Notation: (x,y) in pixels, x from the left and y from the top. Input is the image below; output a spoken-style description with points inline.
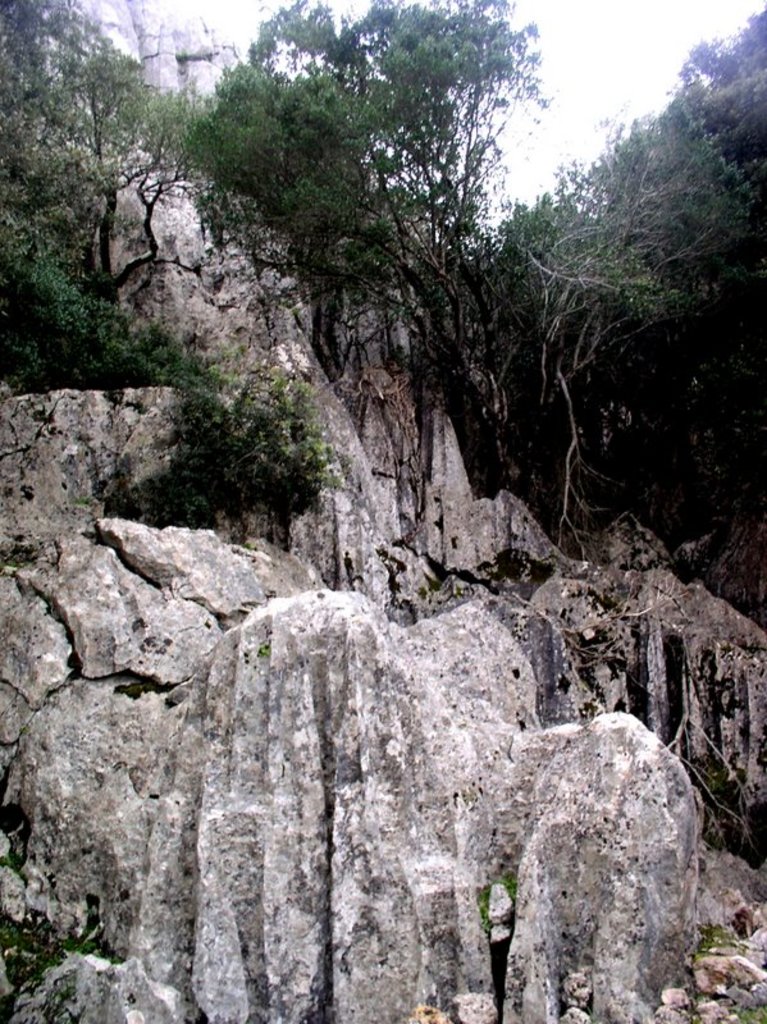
In this picture we can see mountains (472,544), trees (578,513), stones (632,987) are present. At the top of the image (595,101) sky (591,62) is there.
